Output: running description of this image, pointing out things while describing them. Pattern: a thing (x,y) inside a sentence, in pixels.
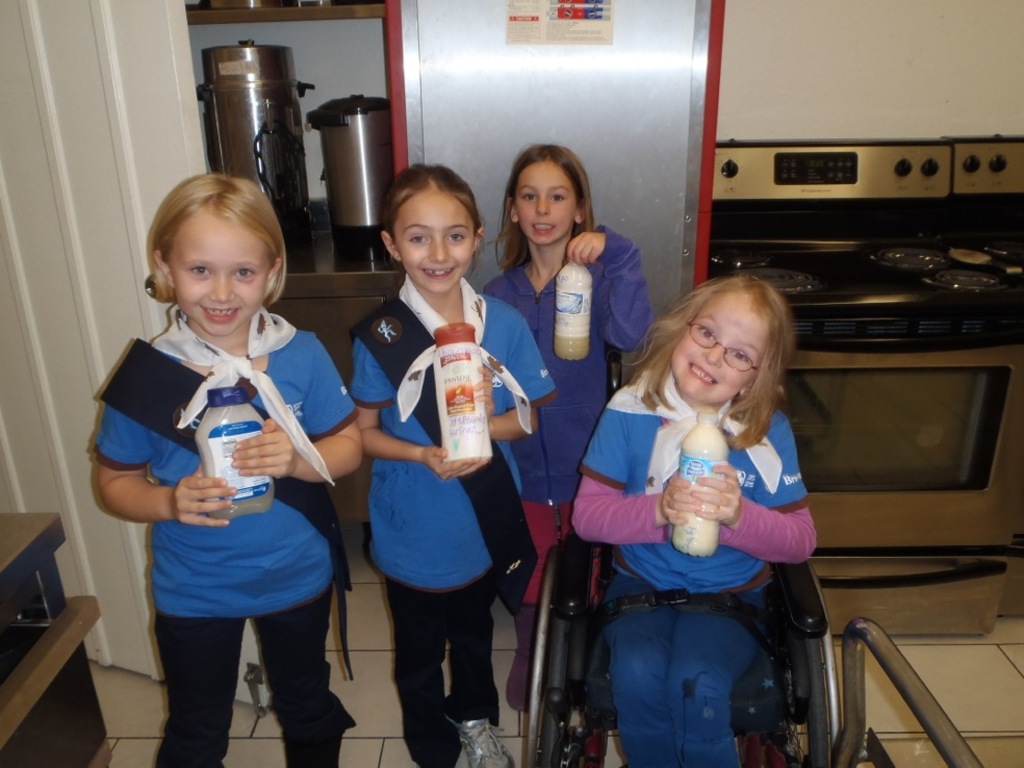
In this picture we can see four girls (422,443) where three are standing and one is sitting on wheel chair (545,632) and they are holding bottles (717,430) in their hands (279,452) and smiling and in background (460,105) we can see door (63,157), vessels (252,116), wall (304,102), stove (768,209), some poster (568,35).
